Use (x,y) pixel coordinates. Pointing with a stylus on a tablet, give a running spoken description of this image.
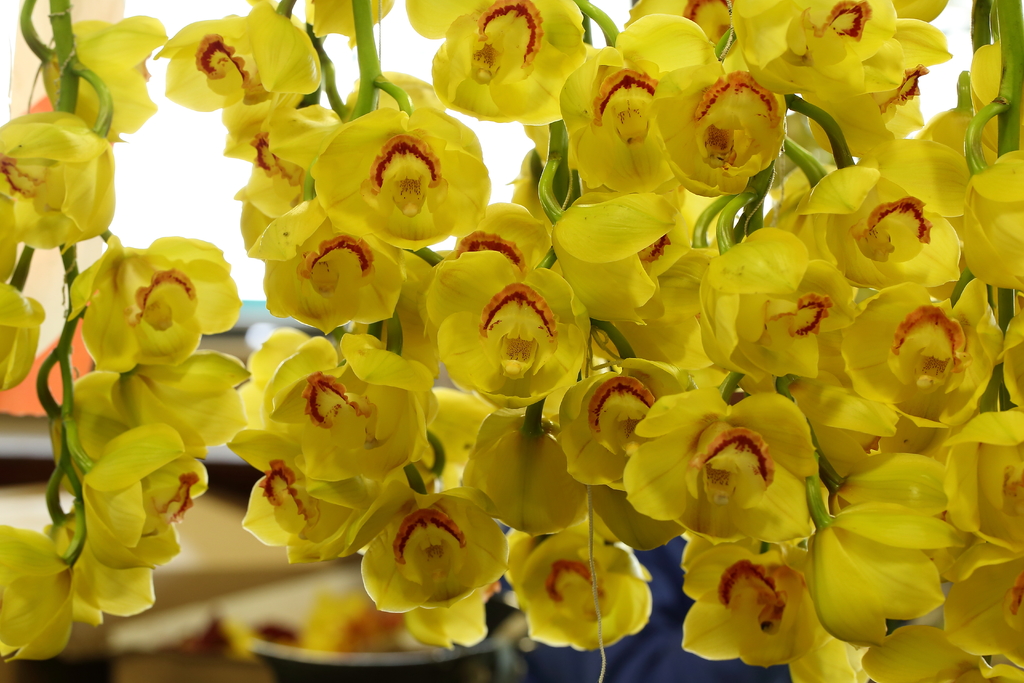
In the image in the center (379,433), we can see flowers (395,375), which are in yellow and red color.
